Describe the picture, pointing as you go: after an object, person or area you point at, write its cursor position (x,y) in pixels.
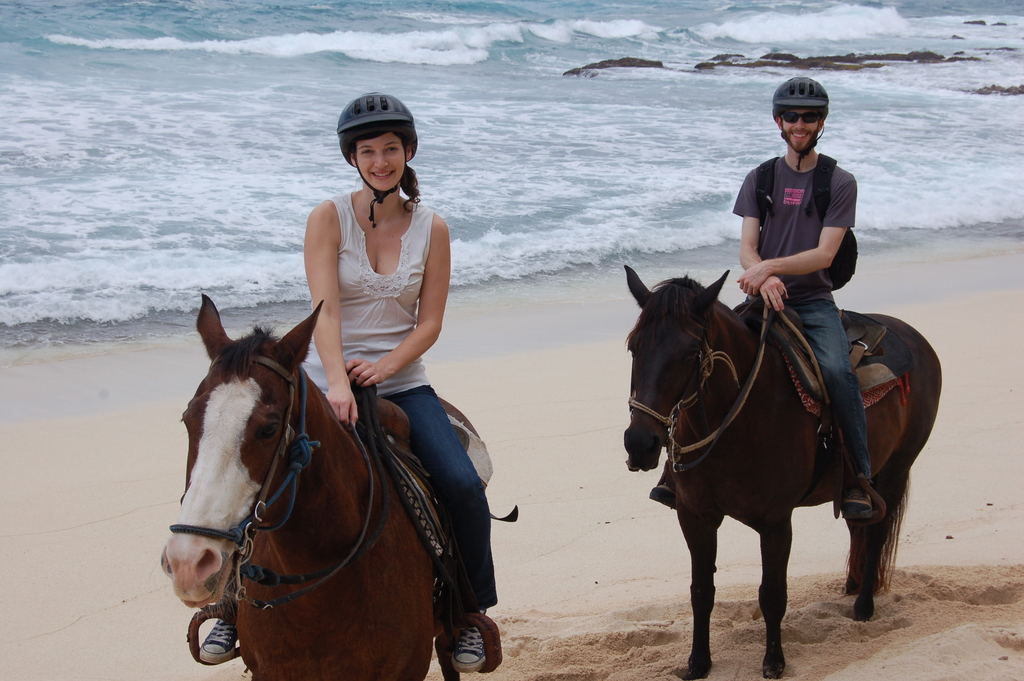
In this image i can see a woman (401,240) and a man (833,218) sitting on horses (769,483). In the background (538,81) i can see water (504,198) rocks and the sand (555,330).
